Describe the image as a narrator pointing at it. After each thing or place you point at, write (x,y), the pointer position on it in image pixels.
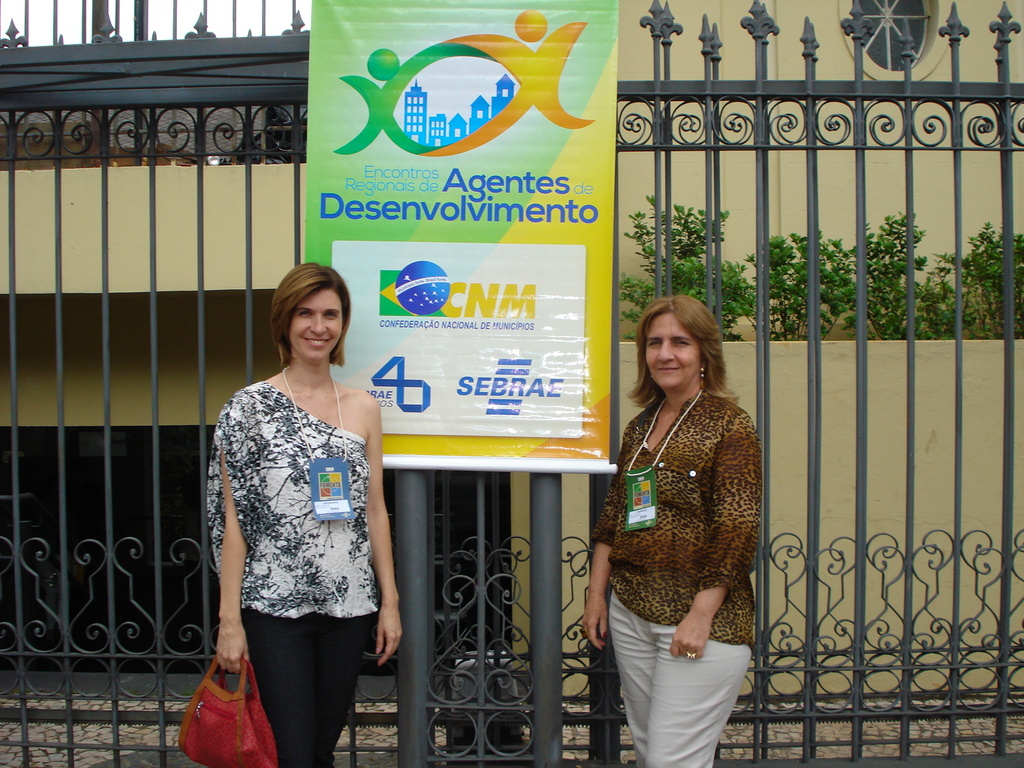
In this image i can see two women (623,436) standing wearing badge (627,529) at the left (297,499) the woman (286,522) is holding a bag (239,742) at the back ground (187,494) there is a banner (402,187), a gate (765,187), small plant (767,273) and a building (747,195).
